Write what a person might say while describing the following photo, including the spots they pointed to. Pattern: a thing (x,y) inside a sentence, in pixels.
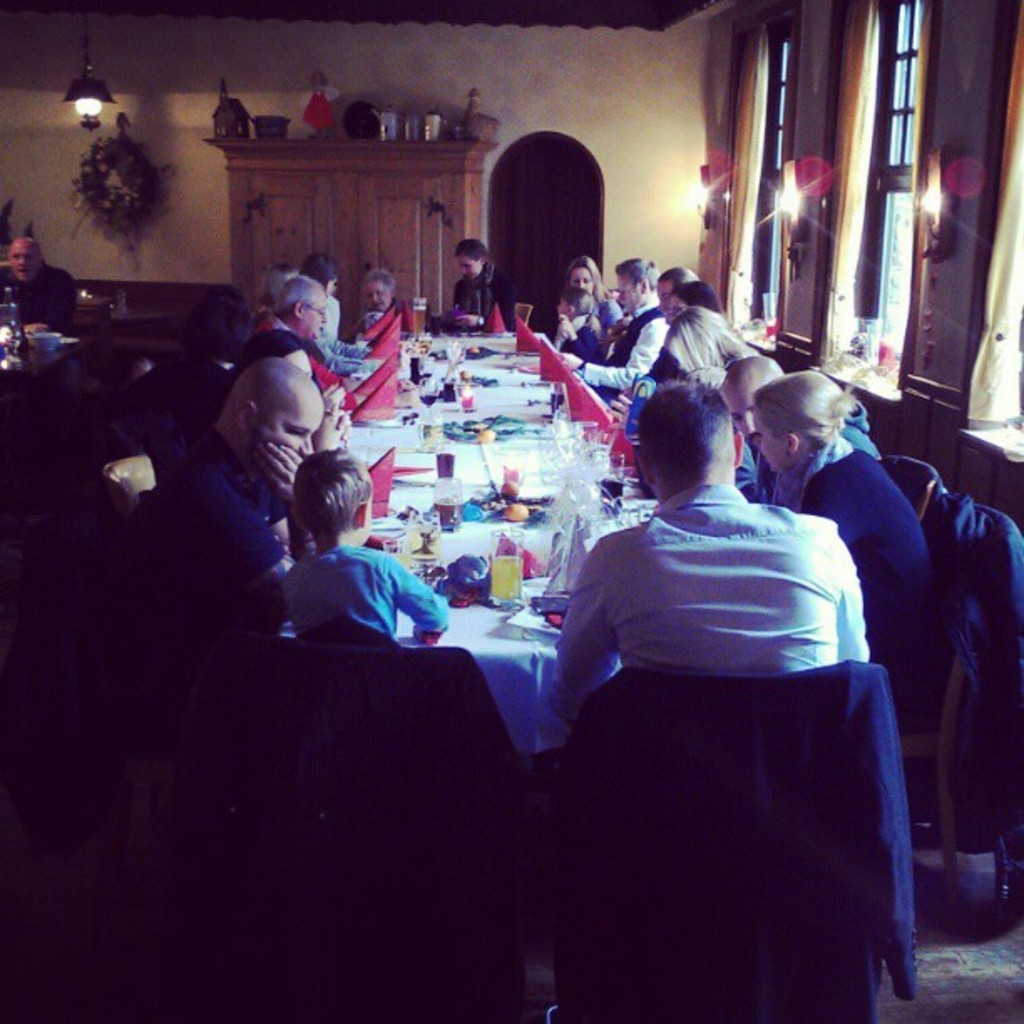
In this picture there is a dining table (527,364) where people (627,375) are gathered around. On this table (459,337) there are plates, glasses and several food items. On the right (866,479) a woman (862,497) in blue shirt (867,517) beside her a man (748,552) in blue dress (690,604) and in the center (360,569) a child (366,582) in blue shirt (373,576) is seated. To the top right (775,125) there is a window (766,209). In this room (779,199) there are four lamps (710,188) and in the background (92,164) there is a bouquet (129,199) and in the center of the background (291,208) there is a closet (262,163) and few utensils (489,128) top of it. On the left corner (32,289) there is a man (39,292) seated.
